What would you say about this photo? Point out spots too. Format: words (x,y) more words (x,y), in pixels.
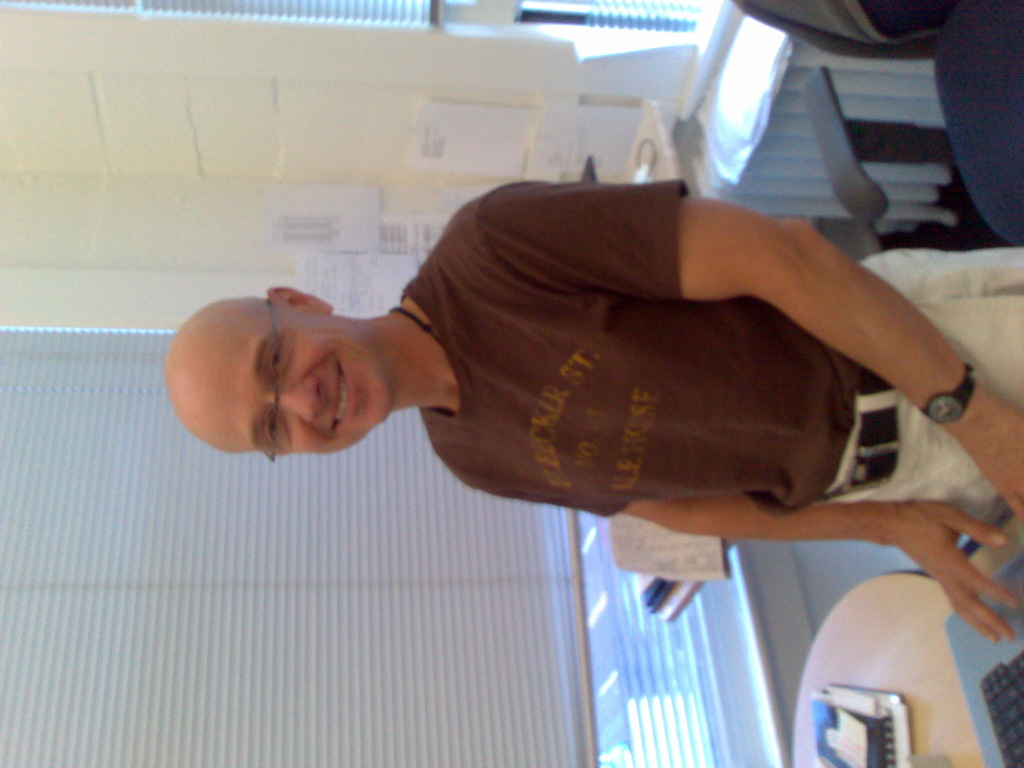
In this image there is a person (609,281) standing and smiling, there is a laptop (971,677) and book (822,693) on the table (824,678), and in the background (100,391) there is a chair (991,77), window shutter (25,654), papers (579,114) stick to the wall (452,176).
